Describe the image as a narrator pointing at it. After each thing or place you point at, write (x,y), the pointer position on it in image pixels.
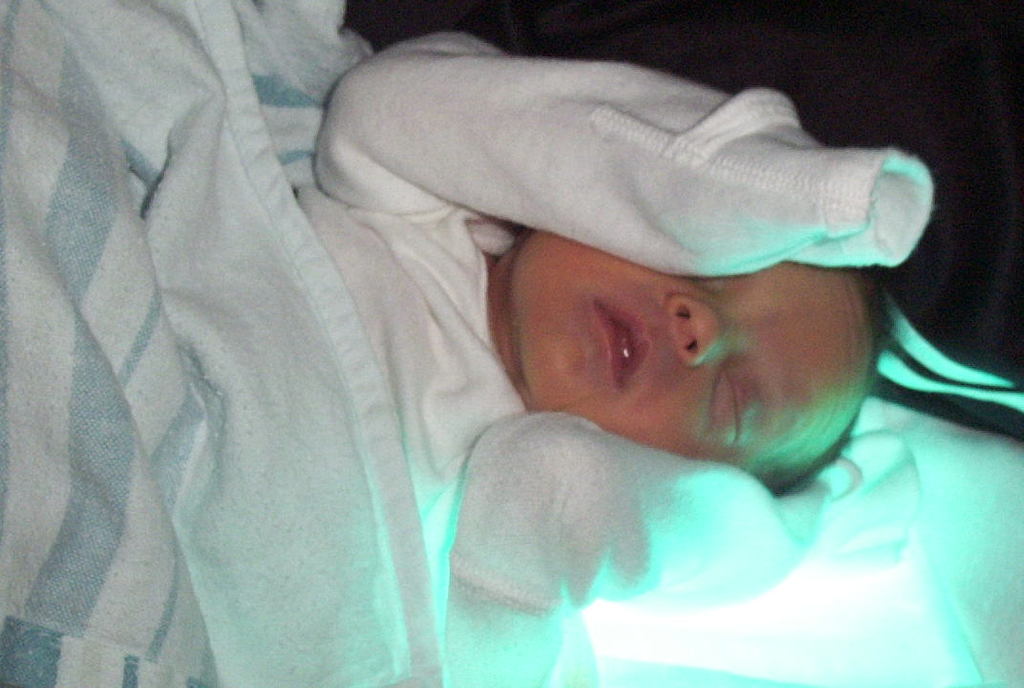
In this picture we can see a baby (599,327), here we can see clothes (417,246) and in the background (944,215) we can see it is dark.
